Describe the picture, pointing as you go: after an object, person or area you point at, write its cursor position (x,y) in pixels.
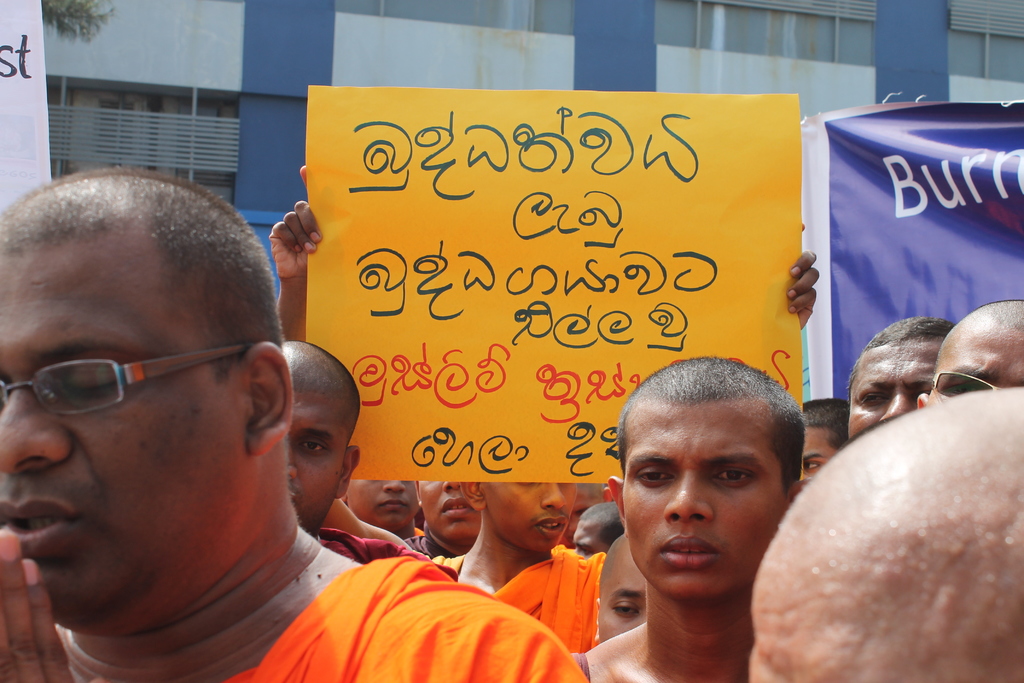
In this image I can see a group of people (701,525) are holding the placards (432,312) in their hands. At the back side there is a building (731,85) in blue color.
